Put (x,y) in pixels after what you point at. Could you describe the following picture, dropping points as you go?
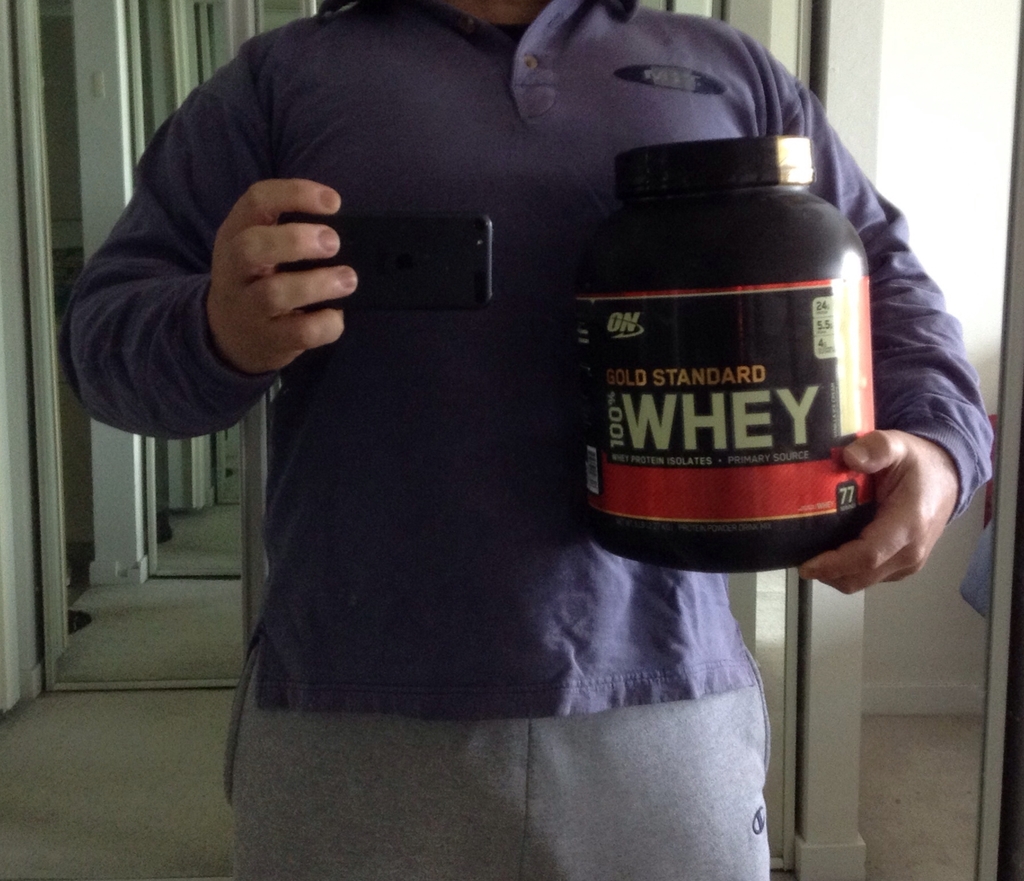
In this picture, we see a man (577,130) in the blue T-shirt (567,196) is holding a black color box (825,260) in one of his hands (805,561) and in the other hand (339,197), he is holding a mobile phone (381,266). I think he is clicking photos with the mobile phone (424,285). Behind him, we see the poles (187,40) and a wall (883,85) in white color.
